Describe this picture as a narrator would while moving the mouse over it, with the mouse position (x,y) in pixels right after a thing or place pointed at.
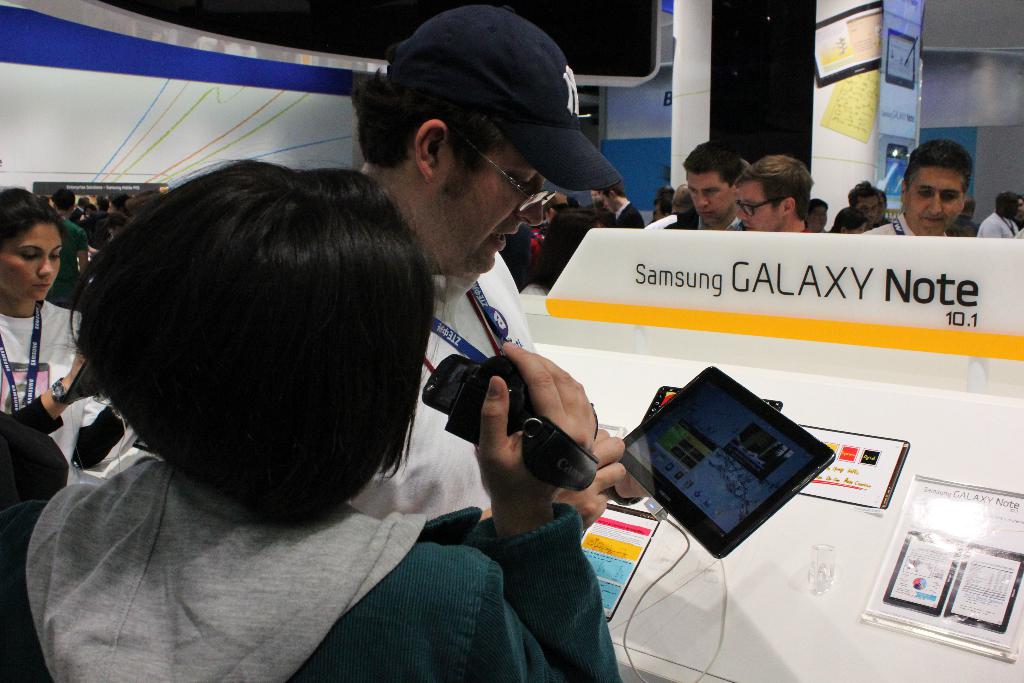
In this image we can see people (356,282) standing on the floor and some of them are holding cameras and tablets (730,497) in their hands (590,492).
